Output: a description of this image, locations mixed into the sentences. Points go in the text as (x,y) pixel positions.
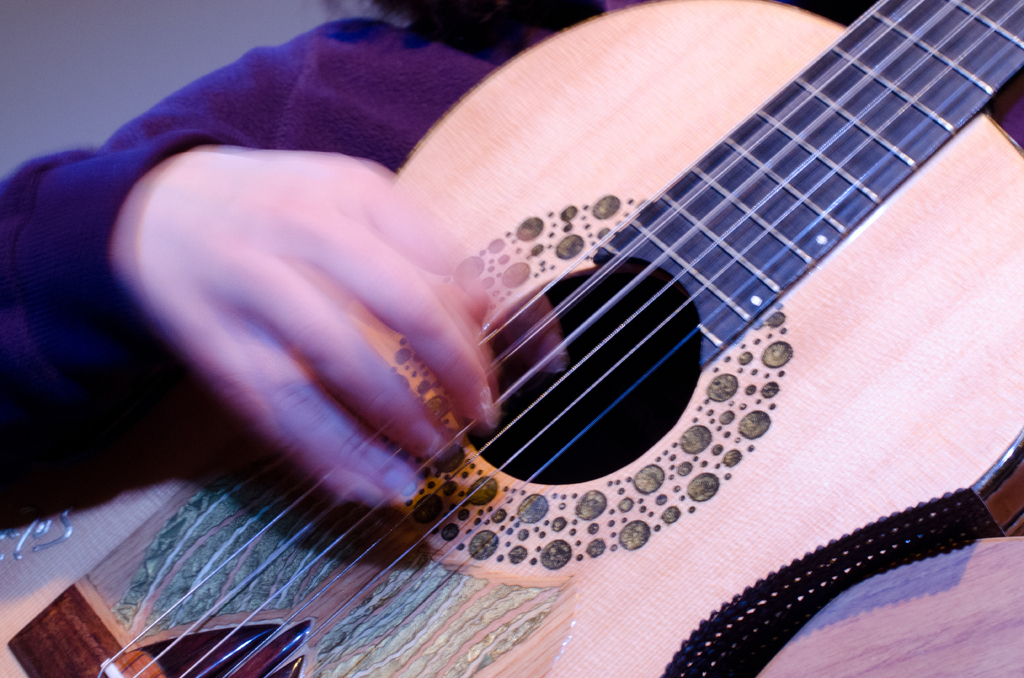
A person (381,278) is playing guitar (769,29).
